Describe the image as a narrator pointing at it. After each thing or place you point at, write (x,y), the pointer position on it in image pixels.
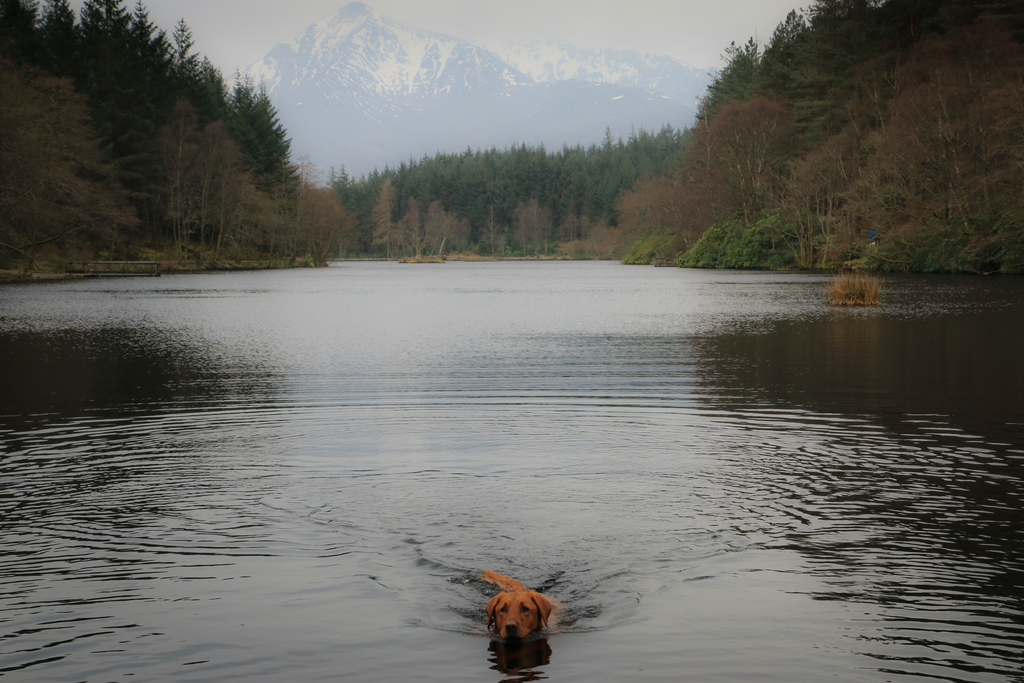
In this image at the bottom (736,515) there is a river (599,581), in that river (564,610) there is one dog (525,600) and in the background (443,208) there are some trees (441,169) and mountains (473,109).
